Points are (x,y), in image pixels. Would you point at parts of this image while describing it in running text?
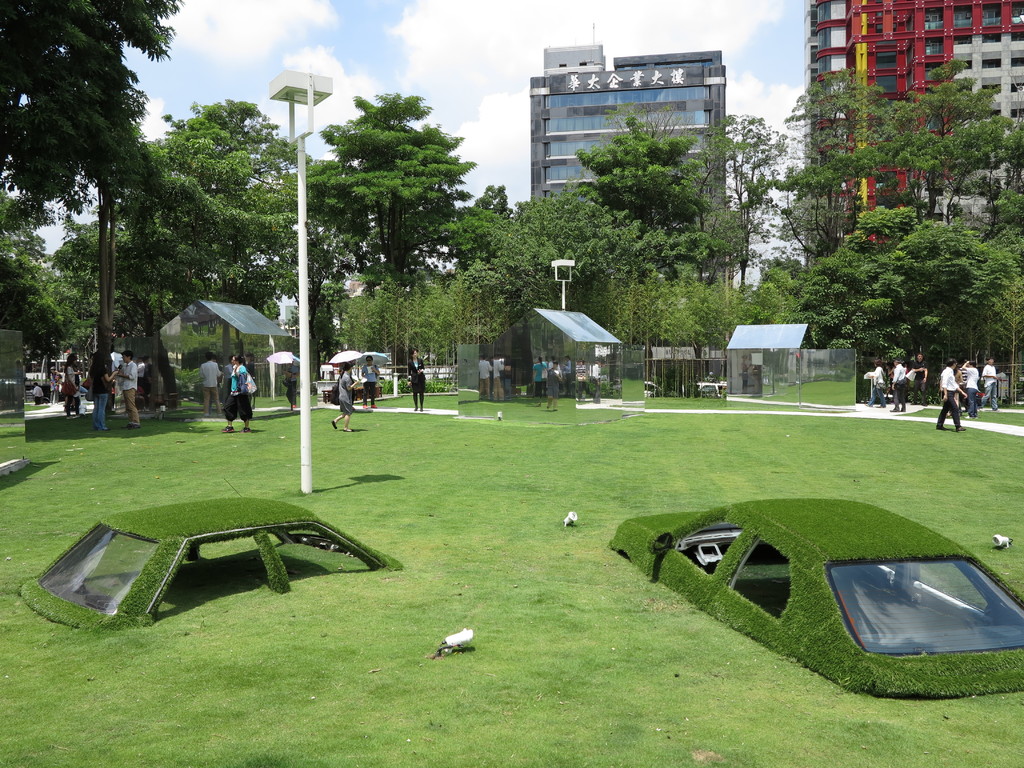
In this image I can see the grass (389,556) in the shape of vehicles (356,559). I can see the lights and pole (305,417) to the side. In the background (294,383) I can see the group of people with different color dresses (243,409). I can see the glass sheds (466,412). I can also see many trees (424,225), buildings (570,57), clouds (252,40) and the sky (225,48).
